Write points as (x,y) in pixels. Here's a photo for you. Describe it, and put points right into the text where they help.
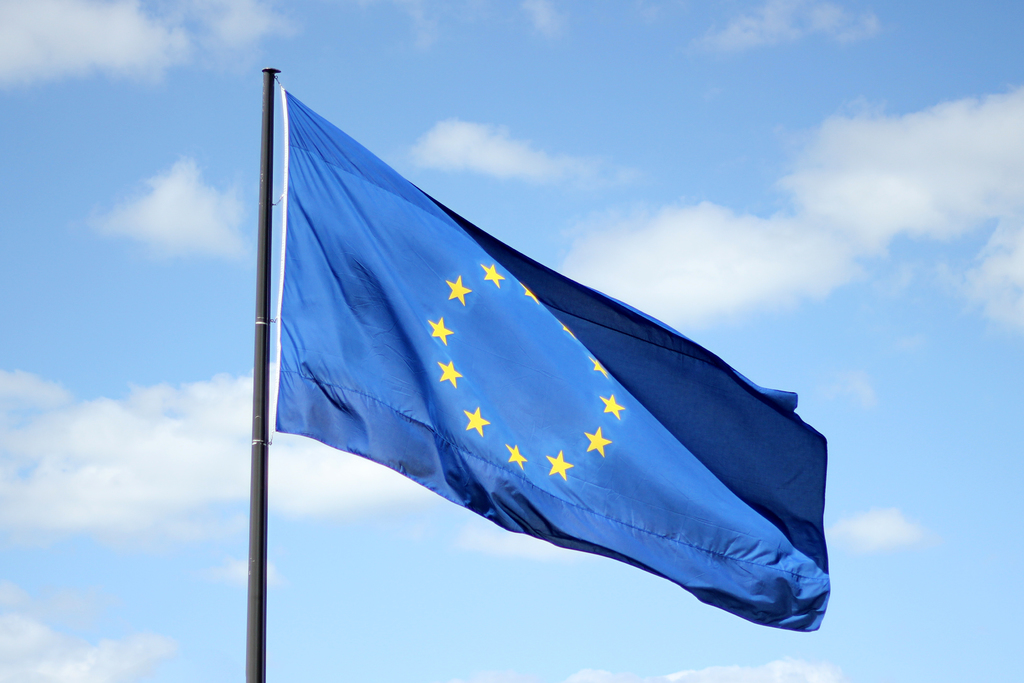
In this image we can see a blue color flag (428,343) in the center (425,329). In the background (725,262) there is sky (769,228) with some clouds (128,459).
